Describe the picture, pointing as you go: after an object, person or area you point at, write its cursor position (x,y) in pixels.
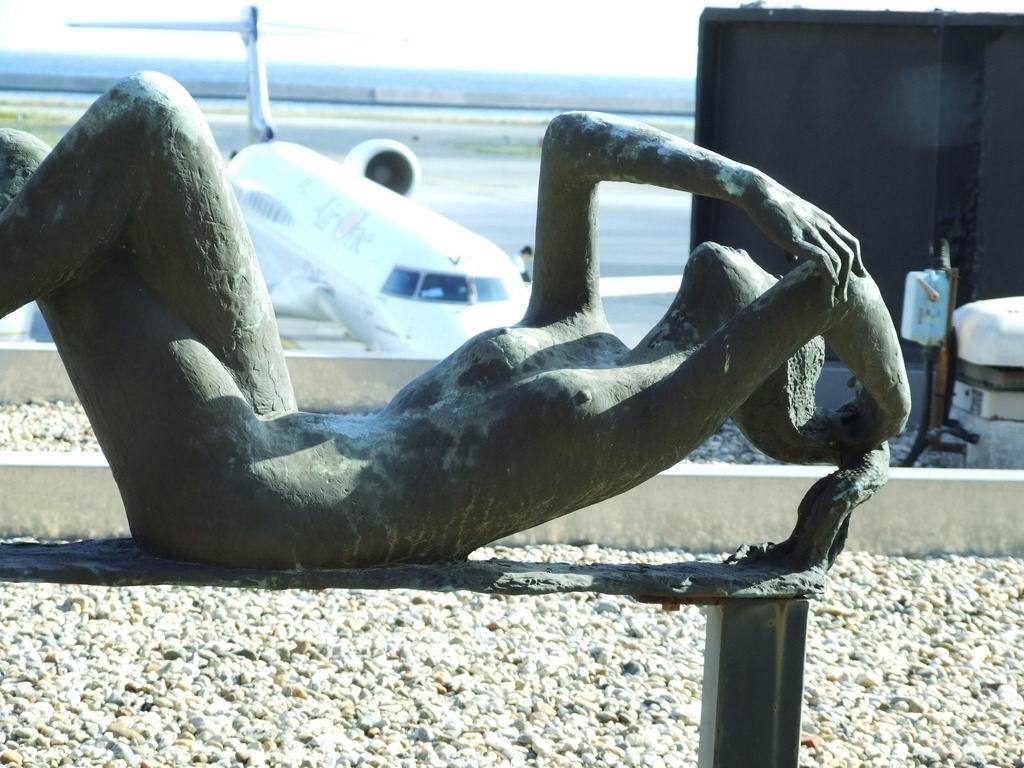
Here in this picture we can see a statue (523,383) present on the ground (57,418) and in the far we can see an air plane (342,273) present.
